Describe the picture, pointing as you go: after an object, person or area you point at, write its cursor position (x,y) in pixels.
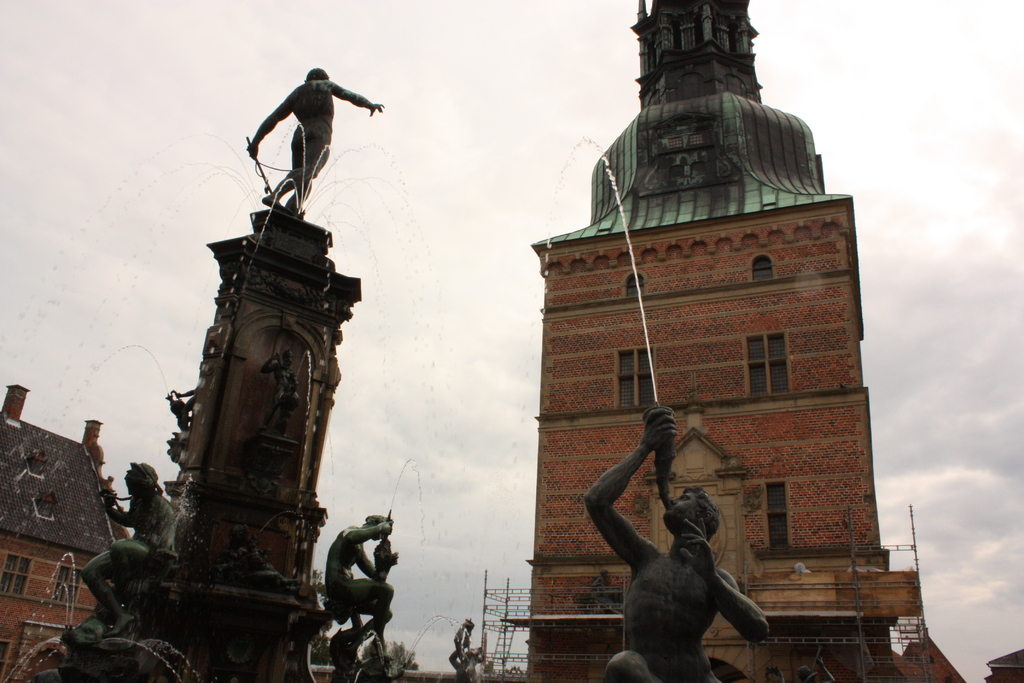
In this image I can see few fountains (294,576) which contains statues (685,554) of persons (677,581) which are black in color. In the background (591,468) I can see few buildings (693,470), few trees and the sky (460,21).
